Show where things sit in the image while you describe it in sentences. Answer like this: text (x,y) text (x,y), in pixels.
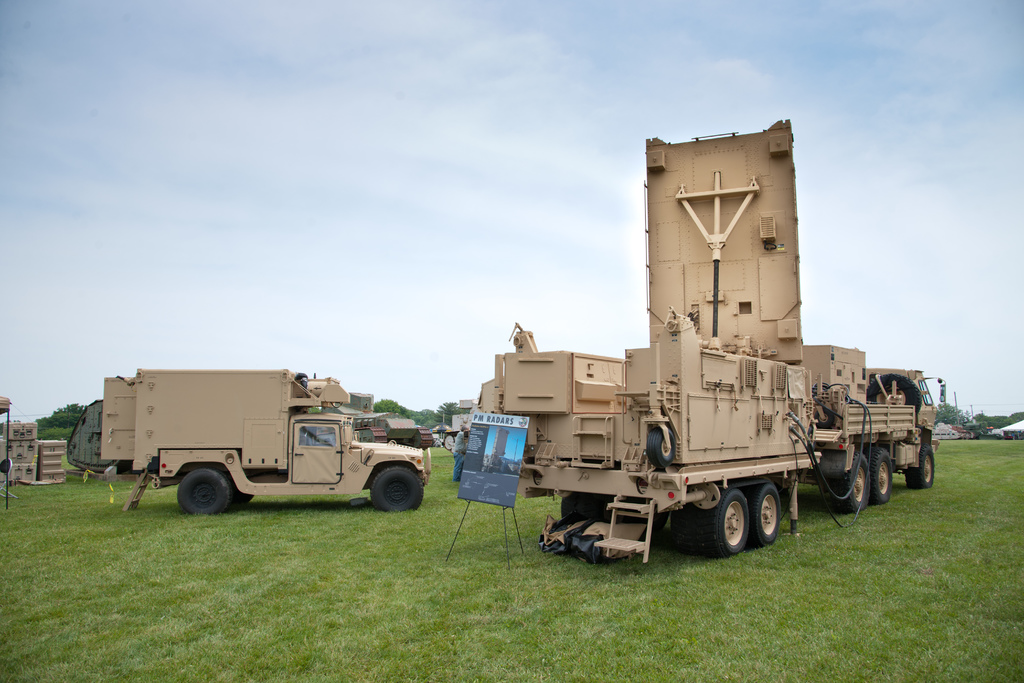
In the foreground of this image (772,398), there are two vehicles (678,527) on the grass (638,585) and also a board (510,453). On the left (63,471), there are cream colored objects (27,448). In the background (460,421), there is a house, tents (1021,424), trees (412,413), few vehicles (403,431) and the sky (318,161).
